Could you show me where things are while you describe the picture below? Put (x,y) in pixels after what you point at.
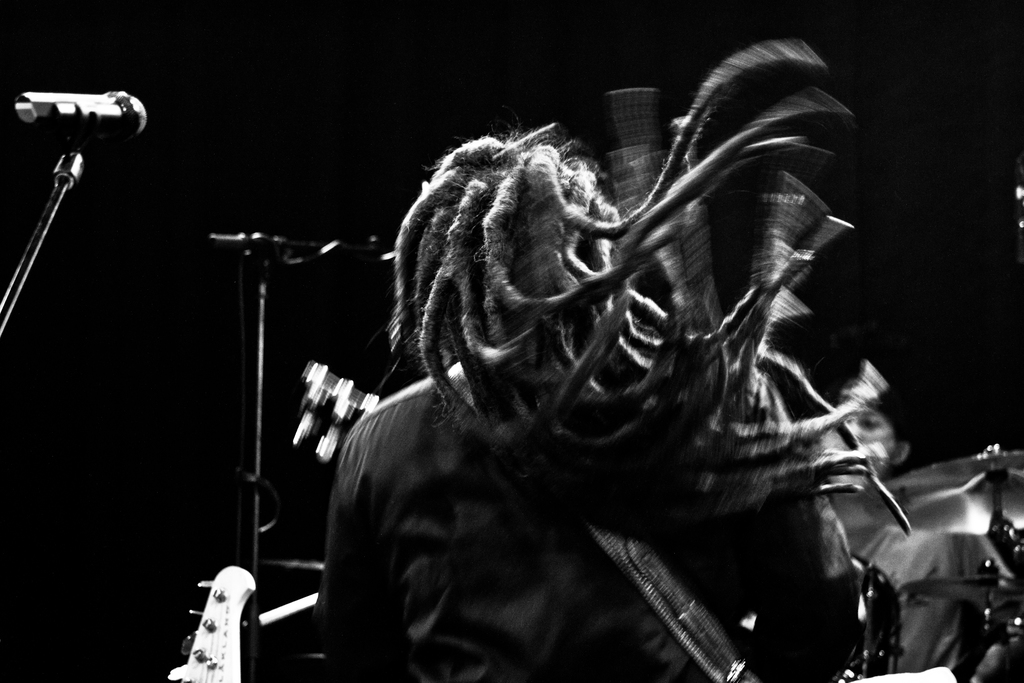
In the center of the image (526,307) there is a person (450,560) wearing a guitar (335,394). There are mic stands (327,242). The background of the image (445,74) is black in color.
